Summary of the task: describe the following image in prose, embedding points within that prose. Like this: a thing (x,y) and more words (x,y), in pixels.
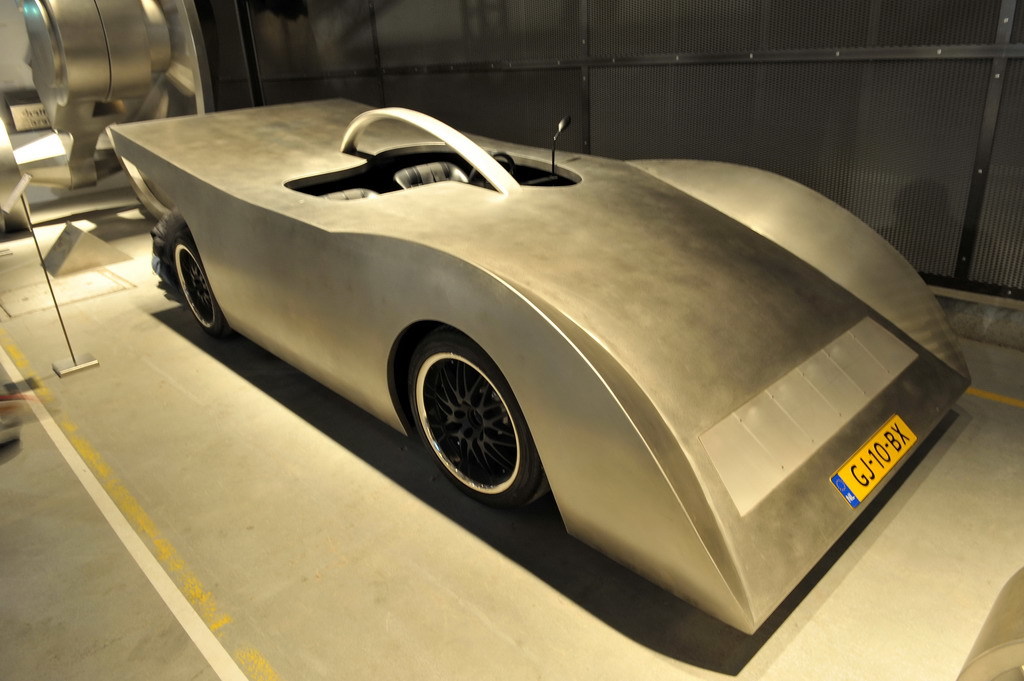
Here I can see a car (399,159) which is made up of metal (496,334). This is placed on the floor (152,437). At the back of it I can see the wall (638,72). In the background (94,82), I can see some more metal objects (56,135).
